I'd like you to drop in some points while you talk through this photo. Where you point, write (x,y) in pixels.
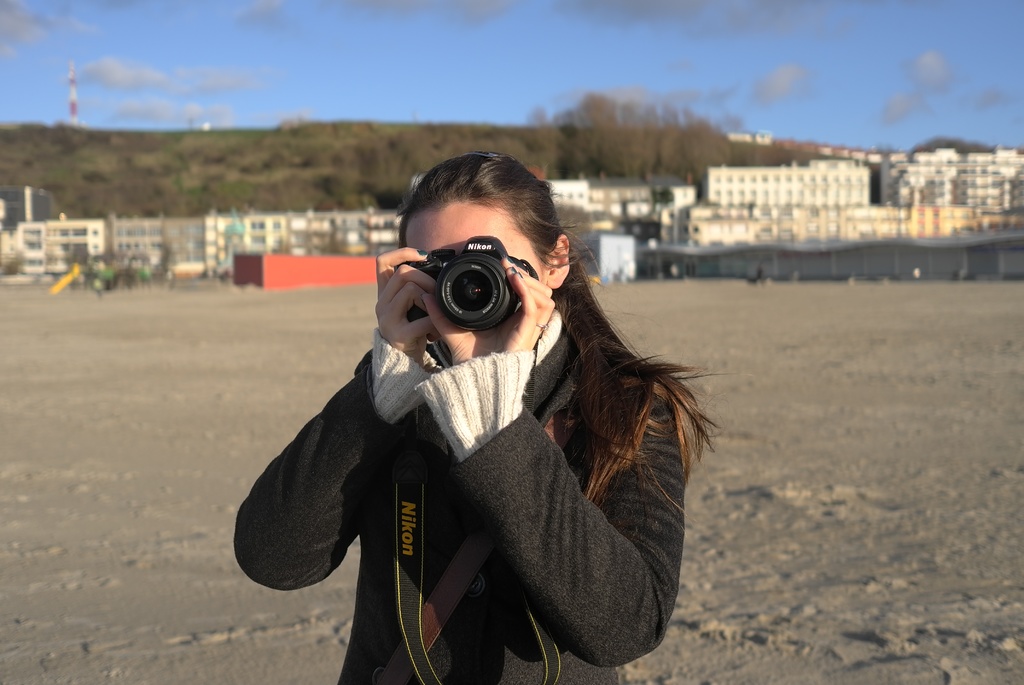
In this image i can see a woman (492,441) is holding a camera (476,311). Behind this woman (538,342) i can see there are few buildings (145,244).
